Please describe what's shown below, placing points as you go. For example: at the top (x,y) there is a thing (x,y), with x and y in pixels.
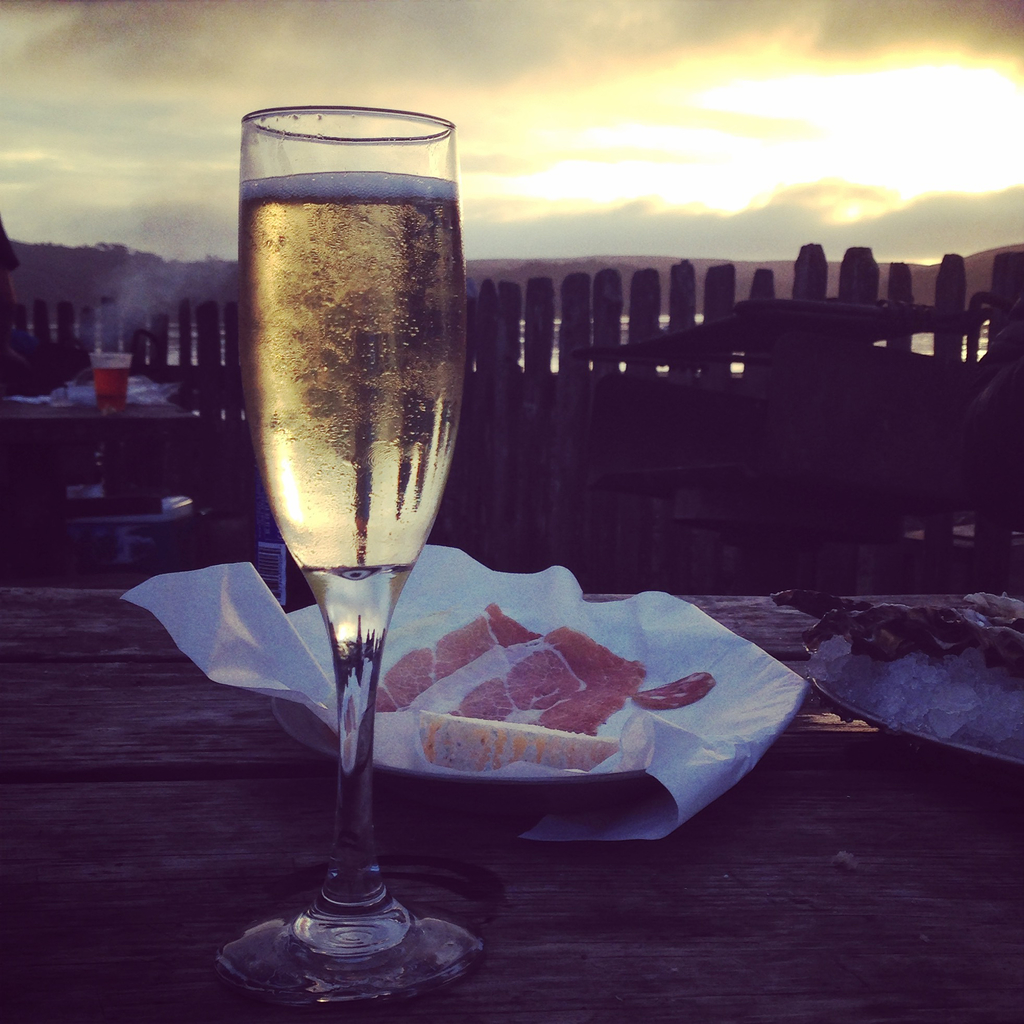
In this image at the bottom (317,783) there is a table (298,815), and on the table (270,846) there is a glass (355,434) and in the glass (369,349) there is drink (416,408) and there is cloth (631,625) and some objects (915,724). In the background (93,395) there is a wooden fence (122,343), tables (124,414), and on the tables (886,440) there are glasses (116,381) and some other objects (126,531). And in the background (63,274) there are some mountains (980,272), at the top (534,130) there is sky (532,154).
